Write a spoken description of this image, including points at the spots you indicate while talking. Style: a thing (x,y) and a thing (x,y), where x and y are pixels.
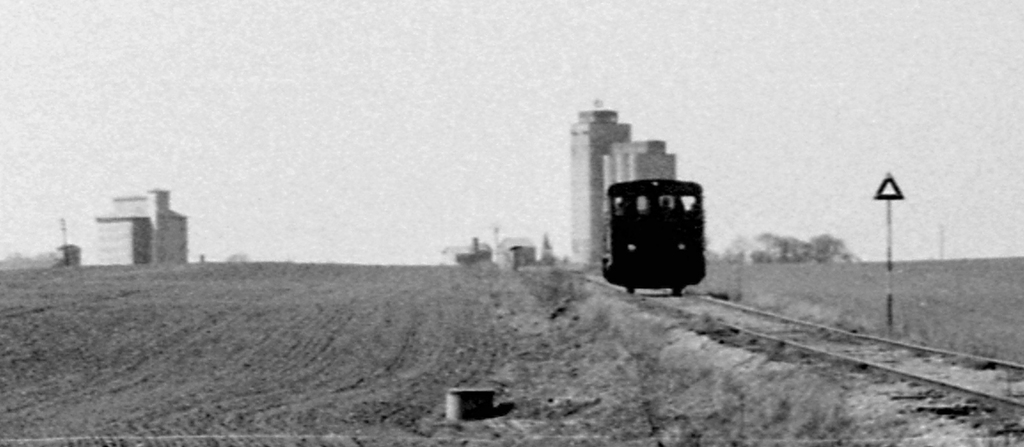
This is a black and white picture, in the middle (626,267) there is a train (643,275) going on the track (983,398), in the back (583,200) there are buildings (148,233) and above its sky (404,123).
